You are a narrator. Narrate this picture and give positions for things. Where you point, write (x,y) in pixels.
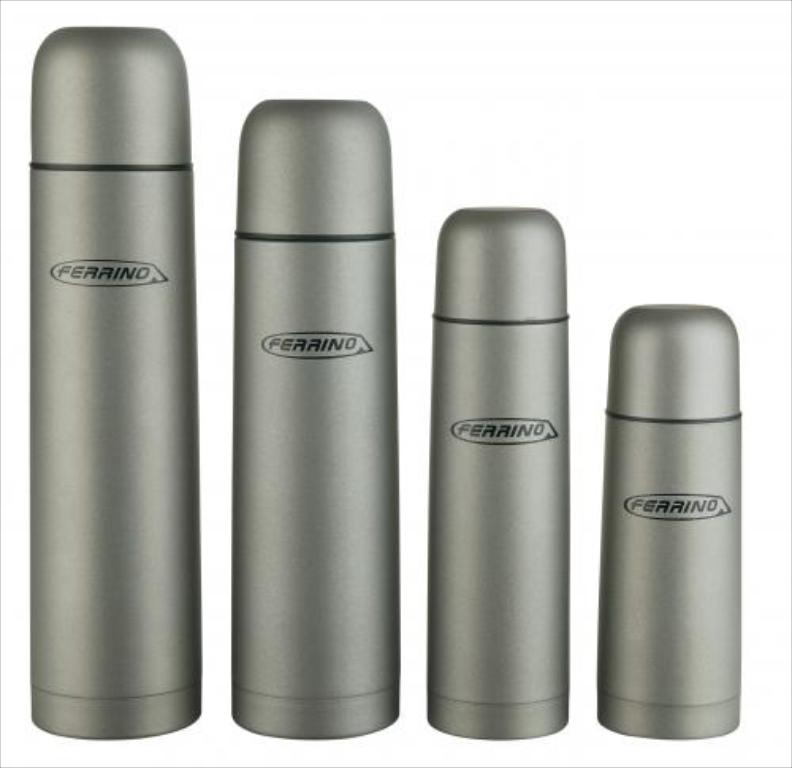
In this picture we can see four thermos flask steel bottles (386,454).
